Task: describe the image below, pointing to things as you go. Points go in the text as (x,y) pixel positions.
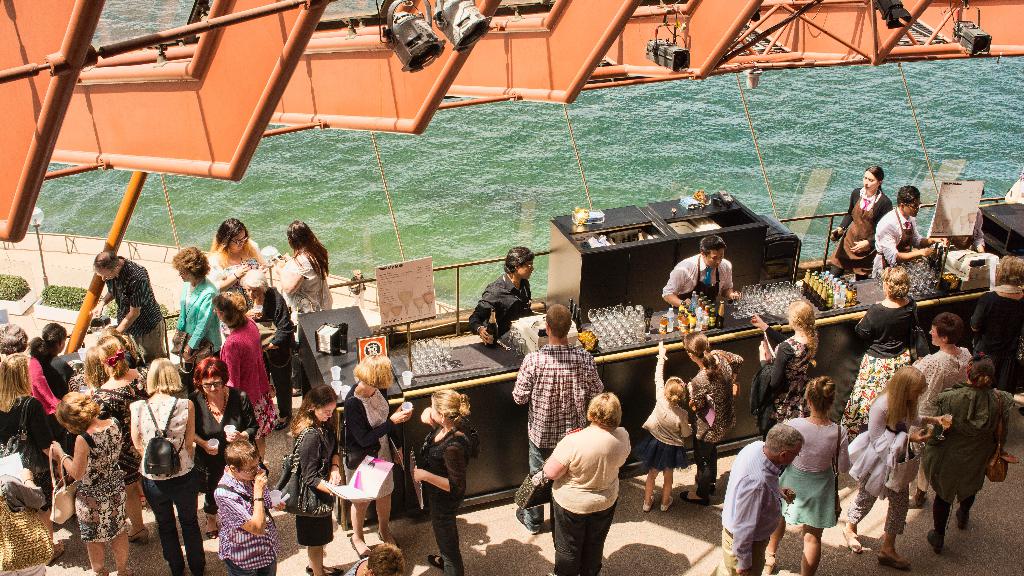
In this picture I can see group of people (194,550) standing, there are wine glasses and wine bottles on the table (950,295), there are boards (421,285), lights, plants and some other objects (1022,185), and in the background (604,144) there is water (309,144).
